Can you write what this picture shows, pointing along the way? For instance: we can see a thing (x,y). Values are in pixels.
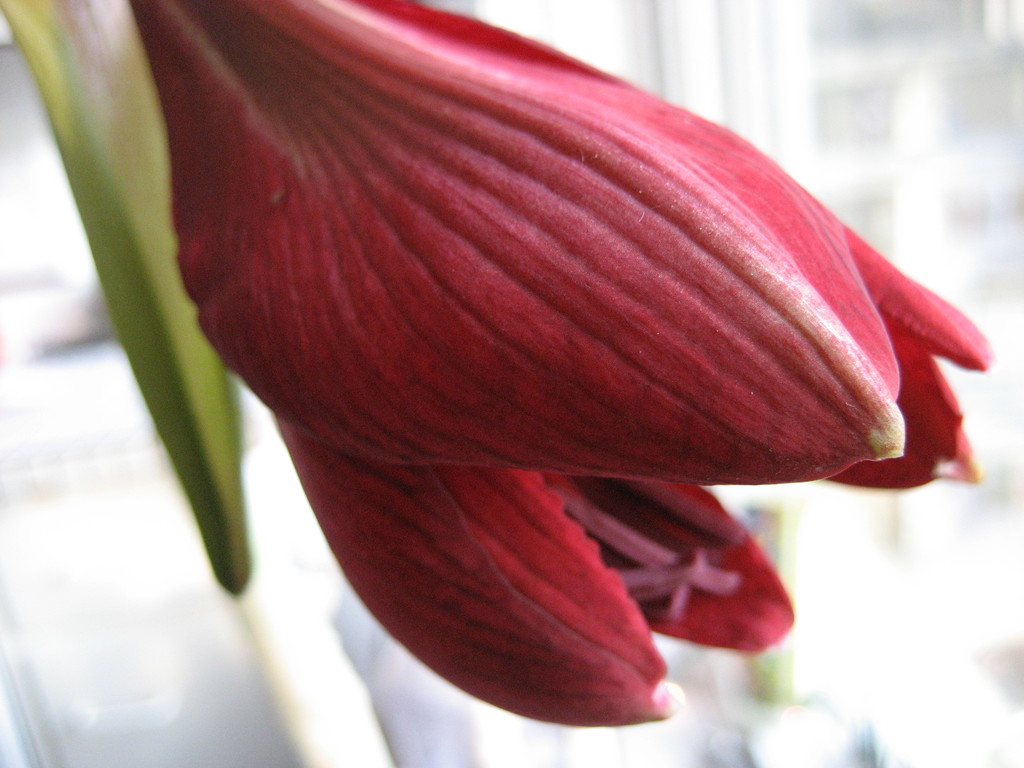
In this image I can see a flower (532,386) with a leaf (120,328).
